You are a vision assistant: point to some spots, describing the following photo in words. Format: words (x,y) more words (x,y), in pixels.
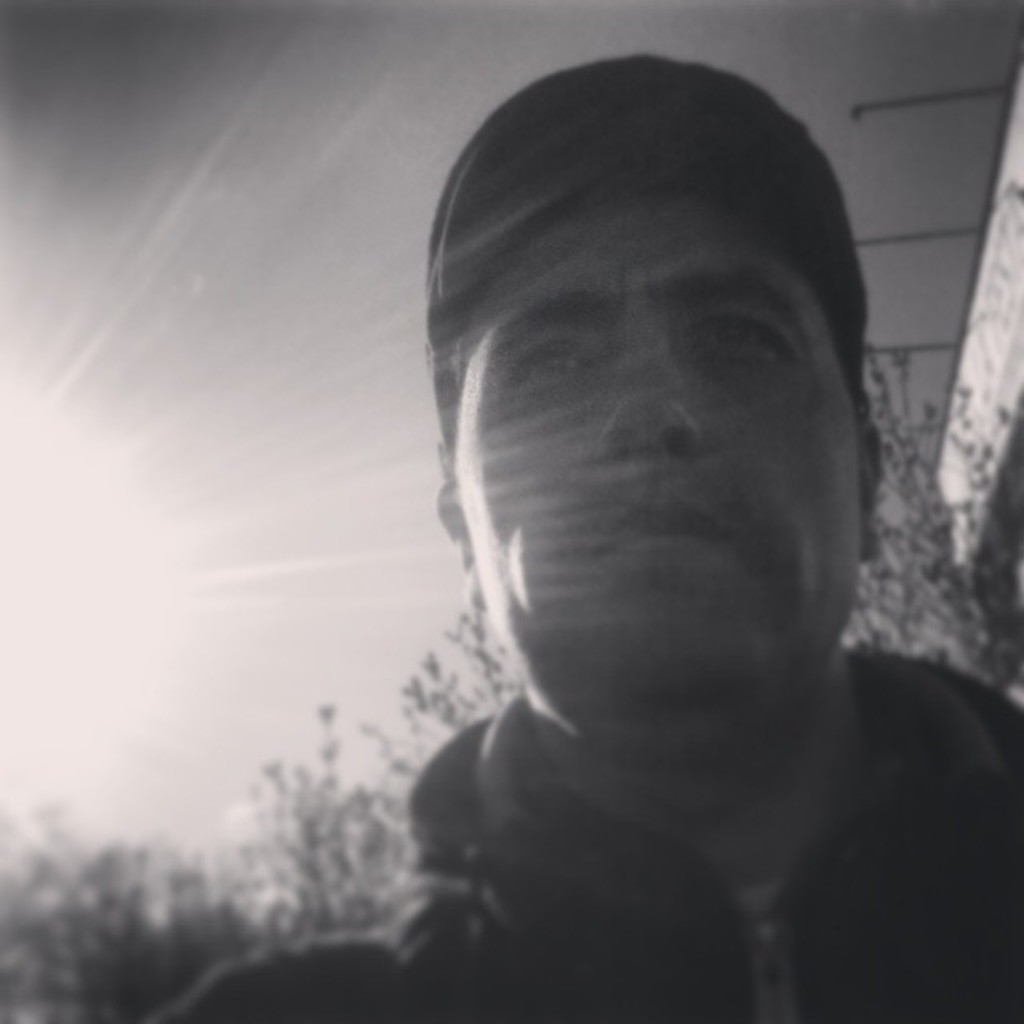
In this image I can see the person (645,716). In the background (349,872) I can see few plants (244,877) and the sky (298,379) and the image is in black and white.
